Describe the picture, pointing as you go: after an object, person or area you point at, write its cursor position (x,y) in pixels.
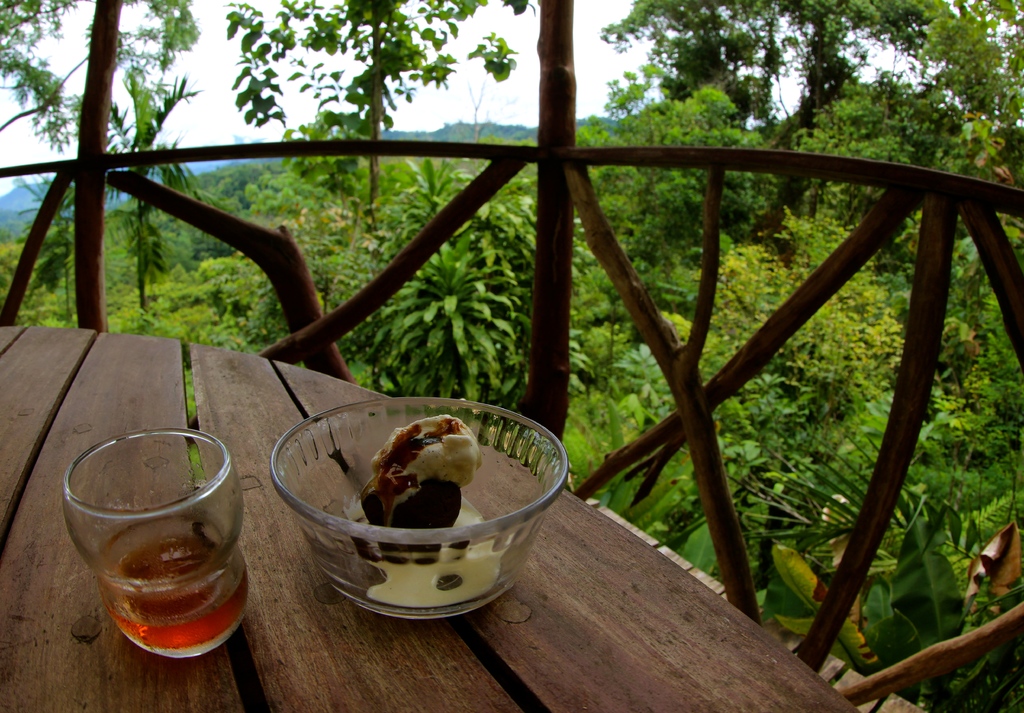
In this picture there is a ice cream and tea cup (219,579) is placed on the wooden table top (555,612). Behind there is a wooden railing (728,505) and some trees (636,217) and plants (686,307).
